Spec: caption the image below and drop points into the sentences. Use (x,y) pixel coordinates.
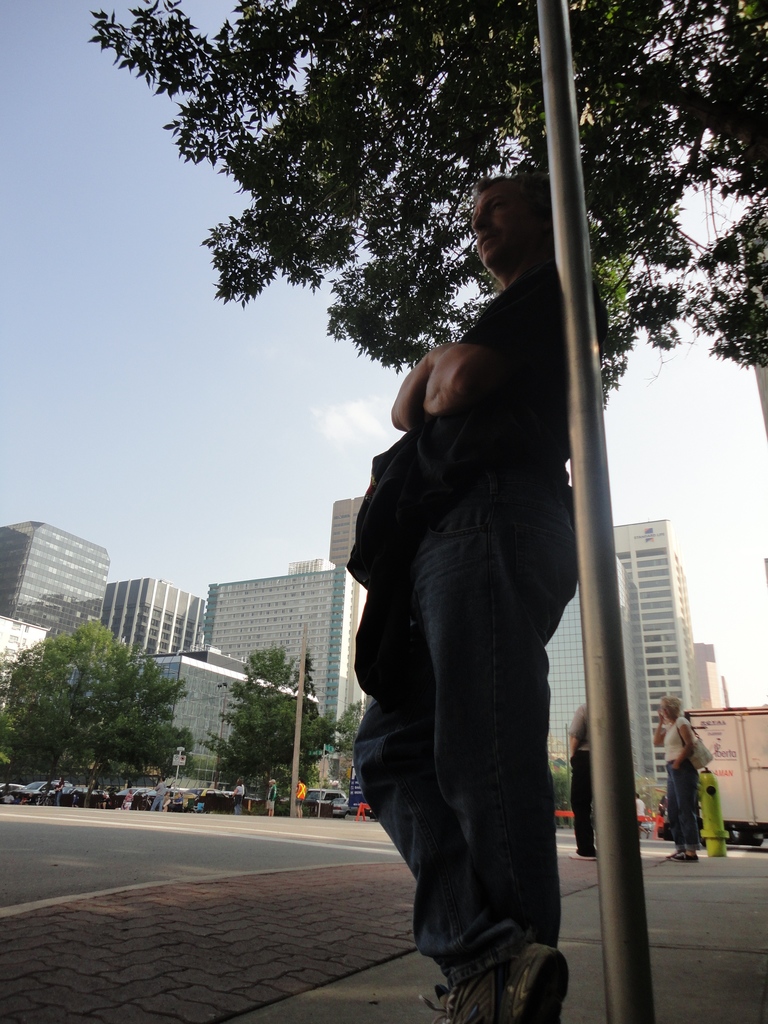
In this image I can see a person (529,534) wearing black and blue colored dress (492,551) is standing on the sidewalk (370,955) and I can see a metal pole (612,909), a tree (484,50) which is green in color and few other persons (586,742) standing on the sidewalk (697,879). In the background (242,854) I can see the road (109,830), few persons (241,791) standing, few buildings (343,704), few trees (310,711), a green colored object (718,837) on the sidewalk (345,969) and the sky (229,417).
